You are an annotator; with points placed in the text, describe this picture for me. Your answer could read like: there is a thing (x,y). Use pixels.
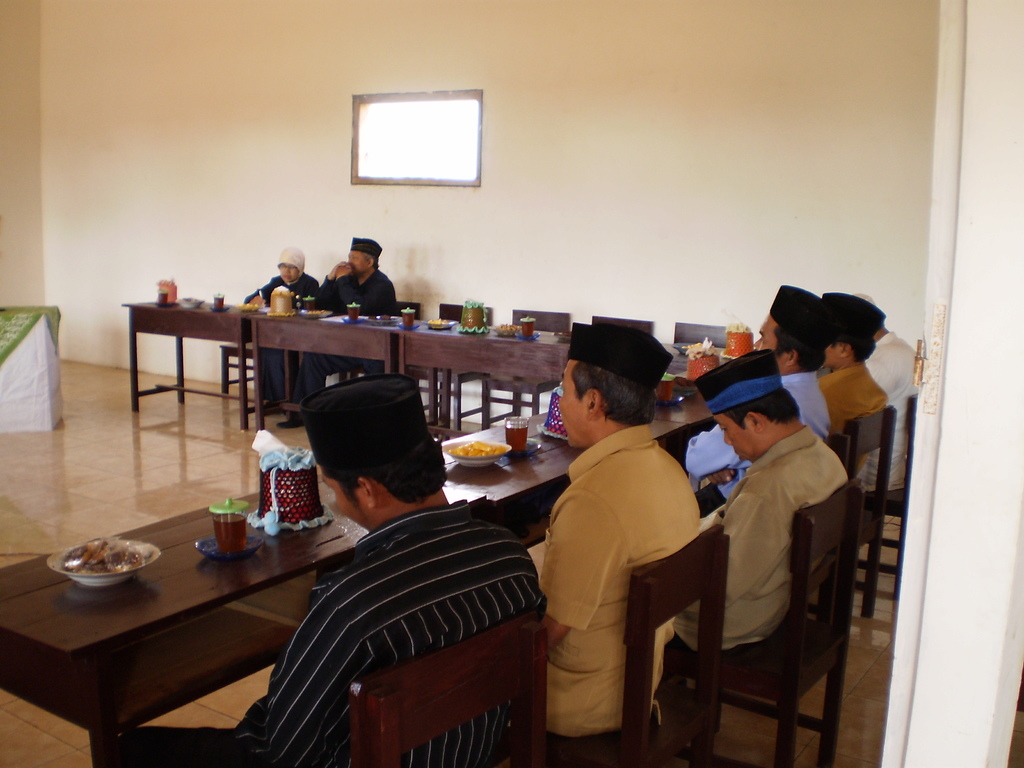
The picture consists of few men (623,519) sat on chair (477,712) in front of dining table (563,455), there are food (387,317), glasses (521,445), bowls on the table (428,343).
